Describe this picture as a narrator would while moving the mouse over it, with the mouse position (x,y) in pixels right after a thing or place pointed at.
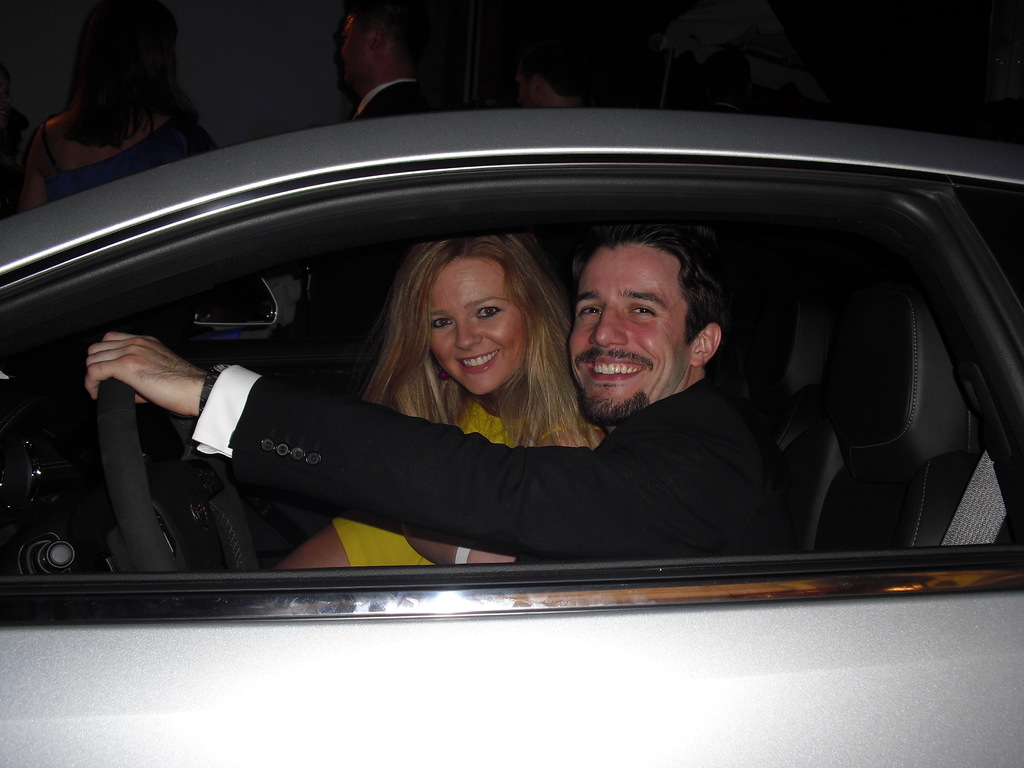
In this picture there are two people (509,393) sitting in a car (127,569) a man (559,465) and woman (571,428) both of them are smiling and their steering wheel (200,528) over here.
